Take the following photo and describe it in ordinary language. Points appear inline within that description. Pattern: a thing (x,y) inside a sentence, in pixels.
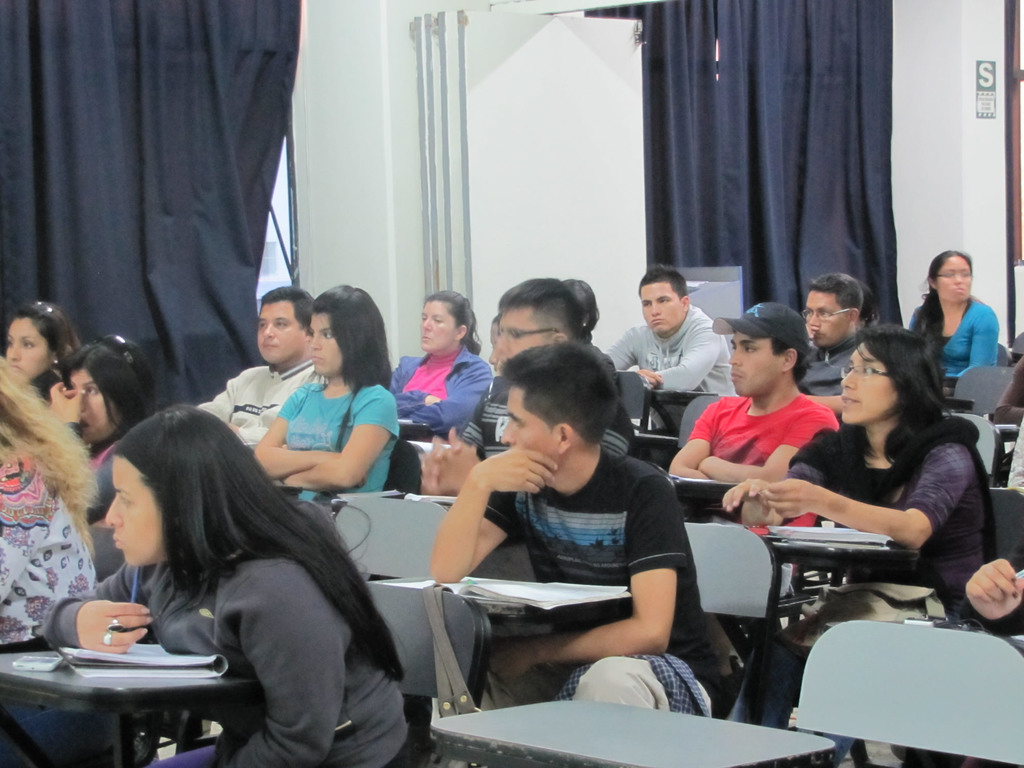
In the image we can see there are many people (792,503) wearing clothes (610,461), they are sitting on the chair (762,620) and some of them are wearing spectacles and a cap (746,332). There is a table (664,764), chair (842,722) and on it there are books (130,672). These are the curtains (170,207) and a window (272,229), this is a wall (578,160) and a finger ring (111,630).
